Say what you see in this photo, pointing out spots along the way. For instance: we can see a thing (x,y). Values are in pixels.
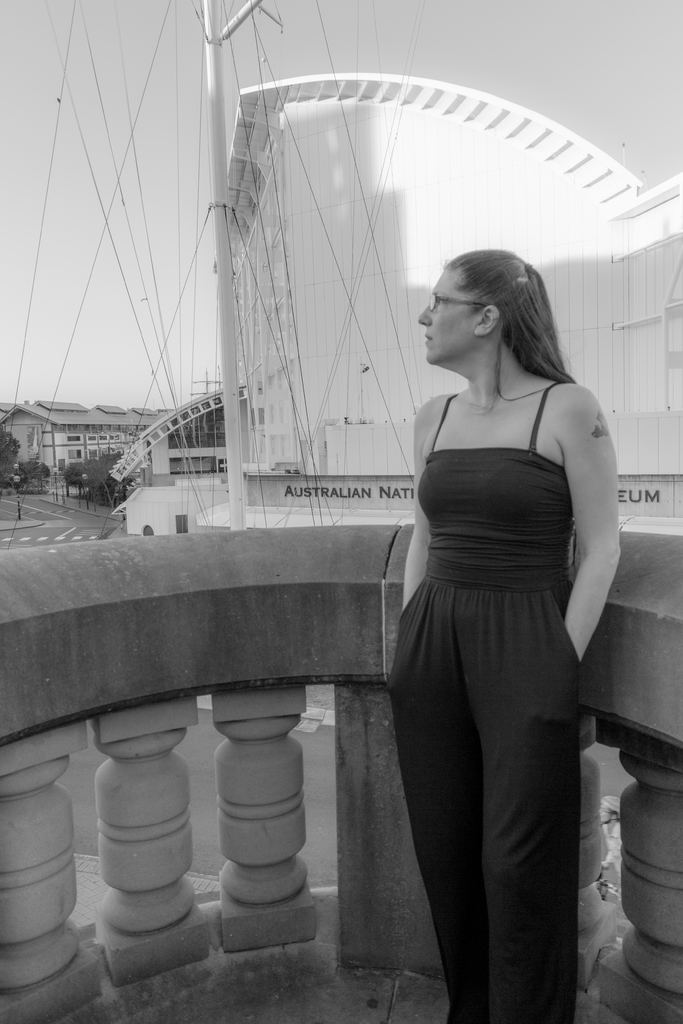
In the image we can see a woman (478,630) standing, wearing clothes (528,579) and spectacles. Here we can see the fence (254,651), pole (230,352) and ropes (179,195) attached to the poles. Here we can see the buildings (89,427), trees (97,502), road (44,518) and the sky (49,199).
